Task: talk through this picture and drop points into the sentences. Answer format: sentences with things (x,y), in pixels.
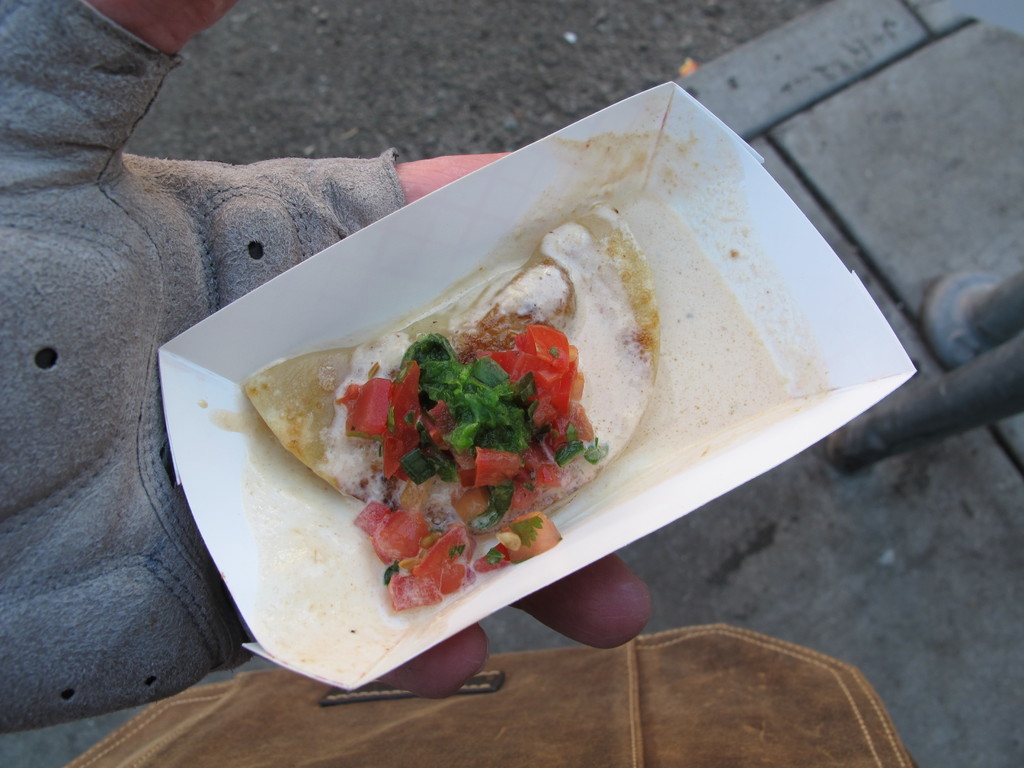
In this image we can see a person (162,432) is holding a plate (223,464) of food (514,348). In the image we can see only the hand (83,182) of the person (66,517). He is wearing glove (75,252). In the foreground (401,716) there is a bag (513,714).
